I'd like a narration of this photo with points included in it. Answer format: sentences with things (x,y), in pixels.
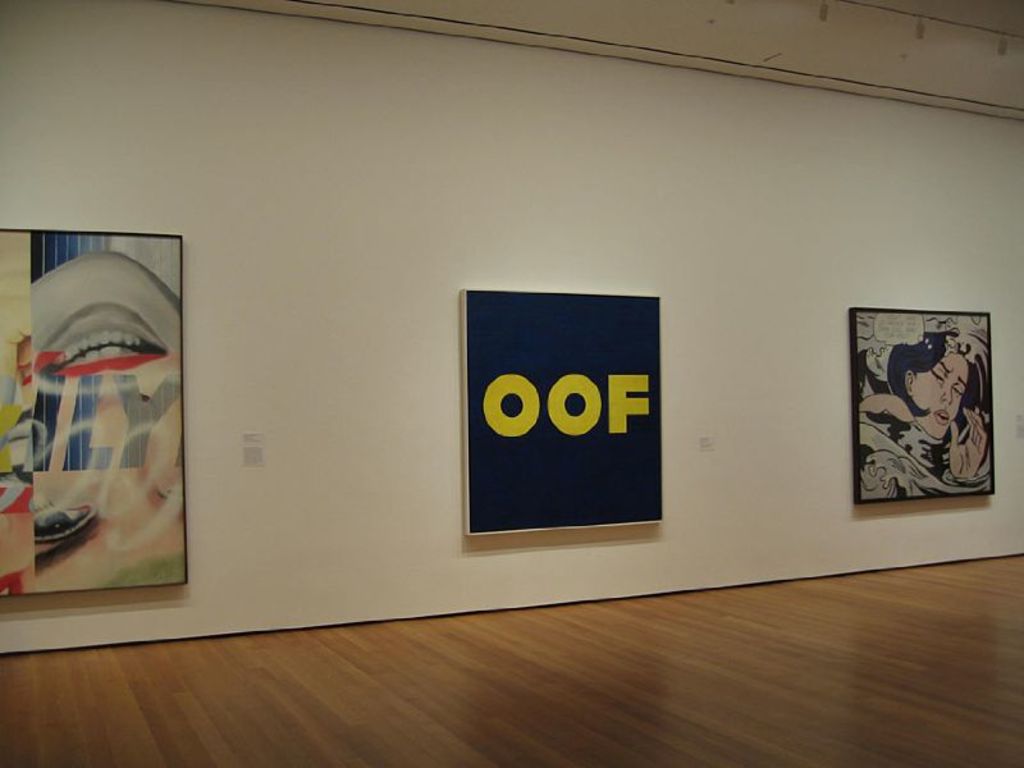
There is a floor (492,715) at the bottom of this image (609,723). We can see frames (596,381) attached to the wall (258,305) which is in the middle of this image (375,345).
